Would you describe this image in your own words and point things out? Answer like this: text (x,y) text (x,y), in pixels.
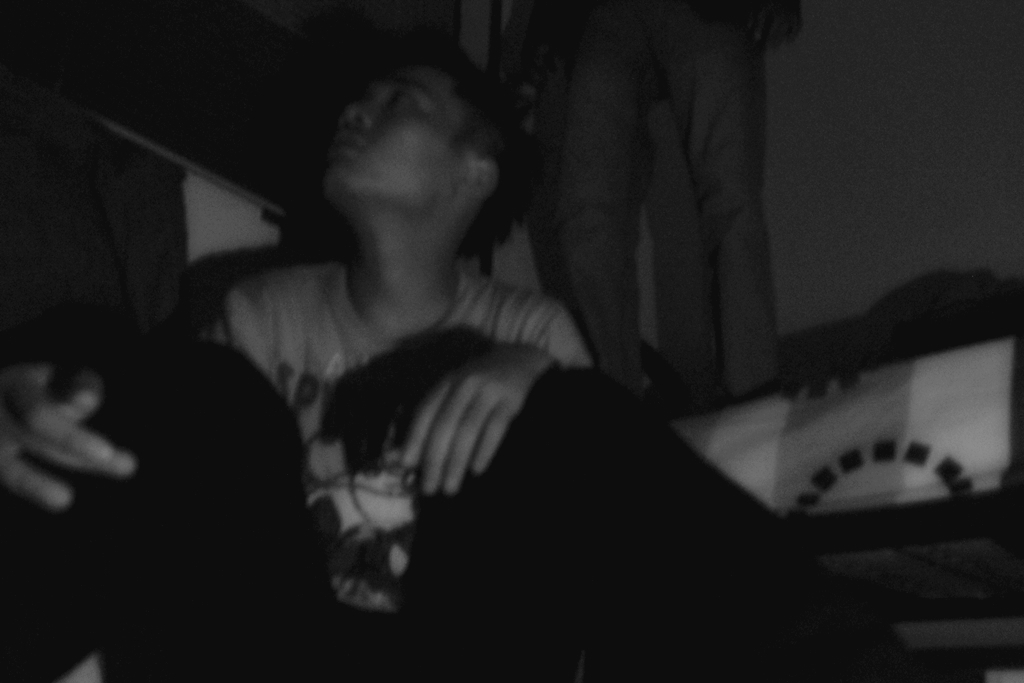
This is a black and white image and here we can see people (349,482) sitting and standing and in the background (858,152), there is a wall (905,220) and we can see a white color cloth (859,428).
